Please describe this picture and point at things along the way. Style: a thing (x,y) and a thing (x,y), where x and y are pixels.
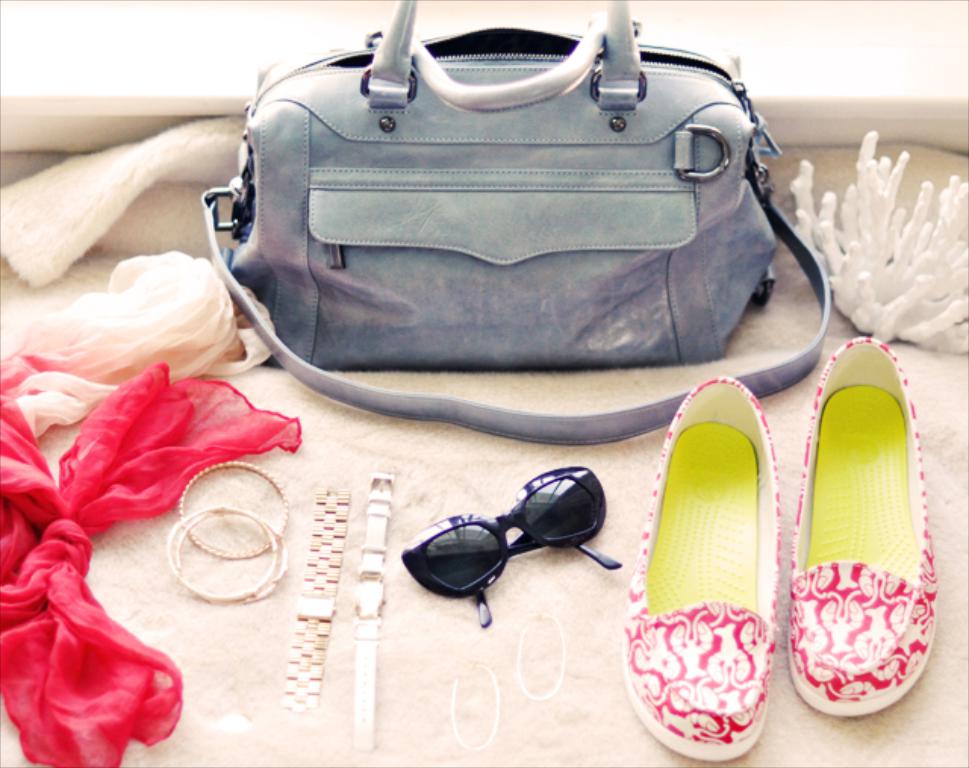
In this image, There is a white cloth (810,707) on that cloth (194,714) there is a bag (237,255) which is in blue color, There is some shoe (726,587) which are in yellow and red color, In the middle (523,503) there is a glasses (507,546) in black color, There are some watches (302,600) which are in white color, In the left side (74,660) there is a red color cloth (142,664), In the background (763,48) there is a white color wall (754,40).
